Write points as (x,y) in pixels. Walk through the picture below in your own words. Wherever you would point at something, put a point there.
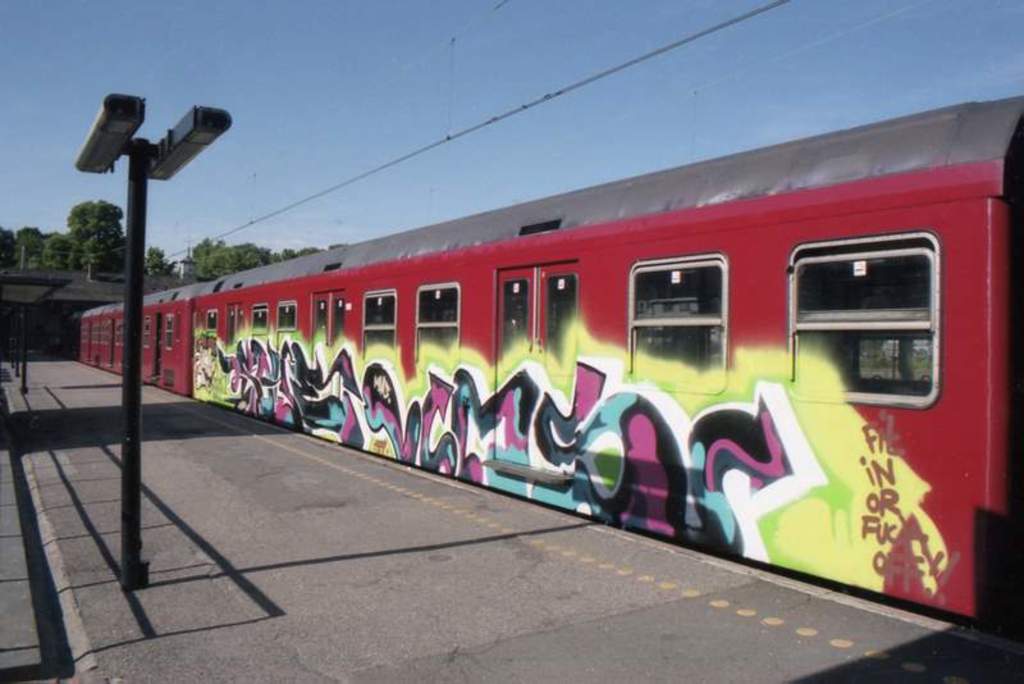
In this picture we can see a train (187,383). There are few poles (127,424) on the path (184,600). We can see some wires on top. Sky (824,9) is blue in color.
